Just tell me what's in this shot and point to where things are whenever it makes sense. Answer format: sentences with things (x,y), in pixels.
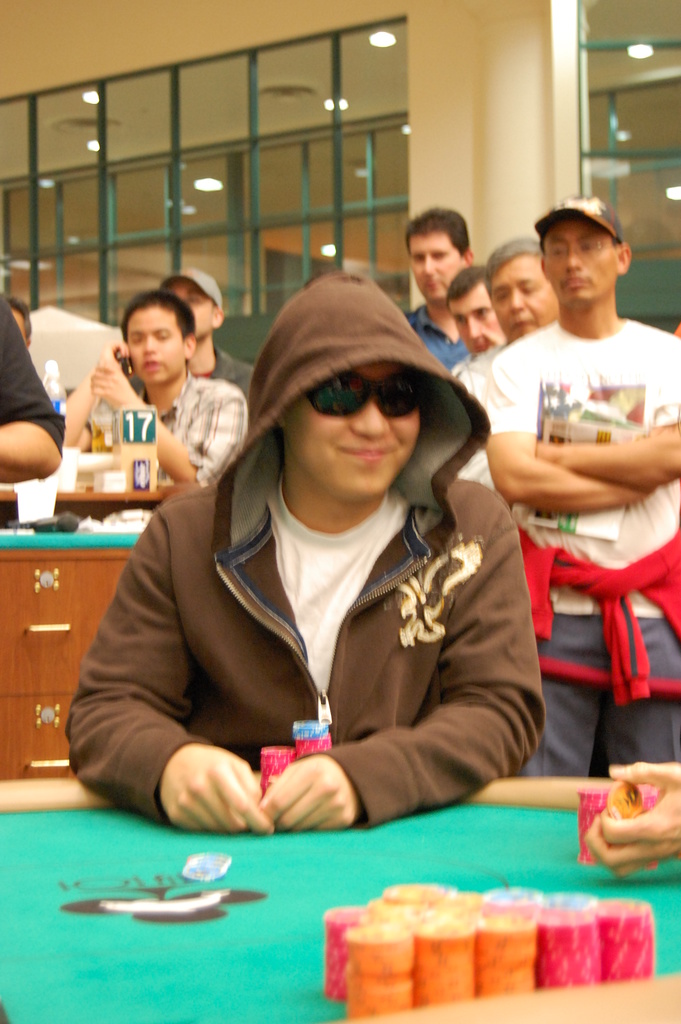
In this image there are group of people (341,412). On the table (180,946) there are coins (353,920).
